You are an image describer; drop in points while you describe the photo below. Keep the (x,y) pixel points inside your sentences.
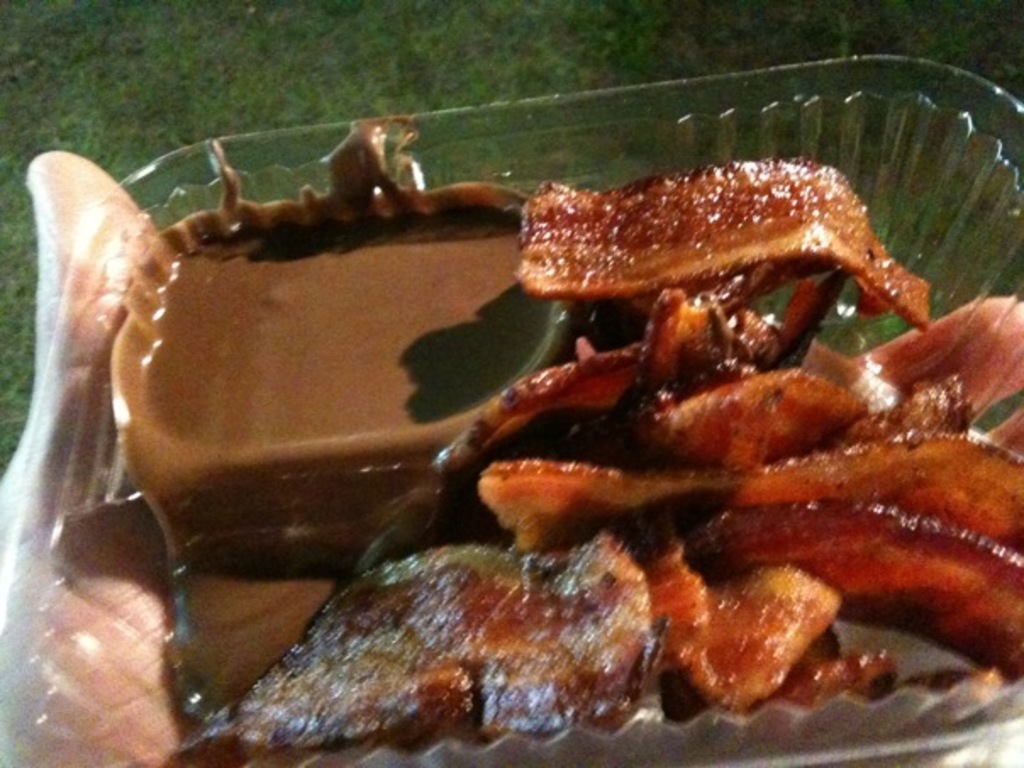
In this image we can see some food (820,265) and chocolate liquid (435,315) in the transparent bowl (901,158) holding by a person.
